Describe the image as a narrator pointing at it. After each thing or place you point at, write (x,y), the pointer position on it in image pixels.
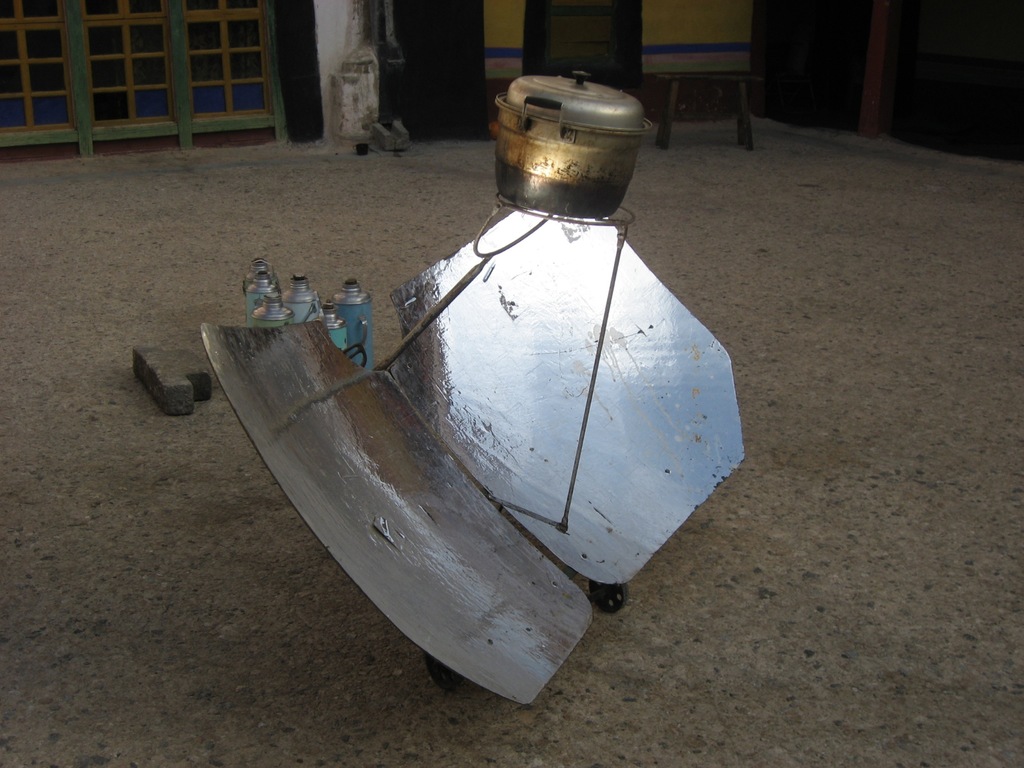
In the center of the picture (439,271) there are bottles (291,298), brick (191,384) and an iron object (527,396). At the top (247,48) there are windows (598,49), stool (671,90) and other wooden objects (877,18).
